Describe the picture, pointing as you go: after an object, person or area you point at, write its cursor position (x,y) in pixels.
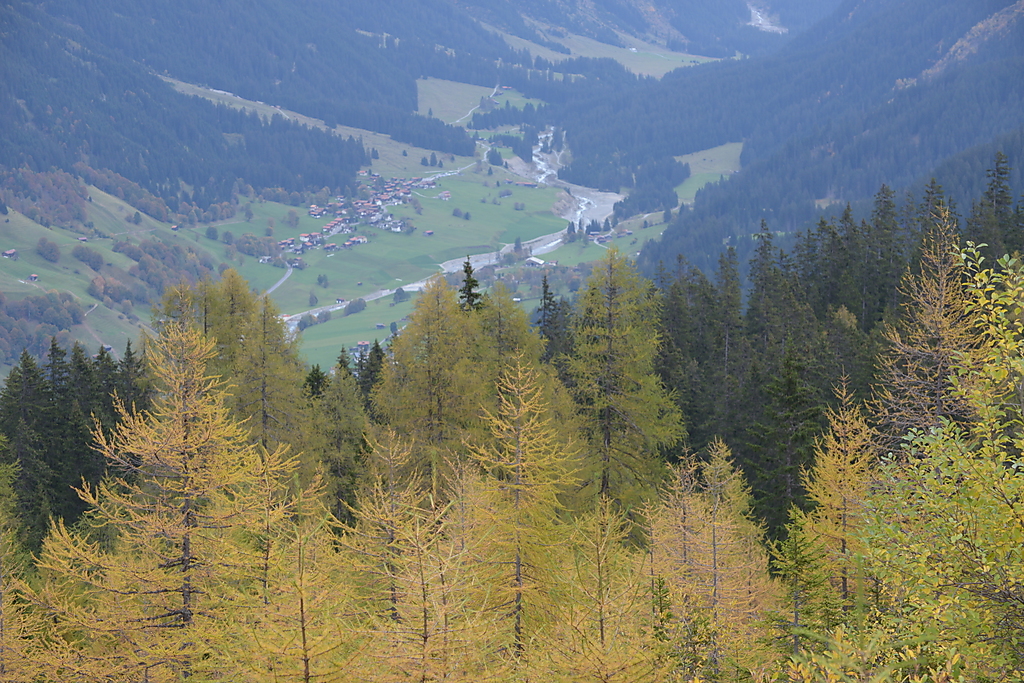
In this picture we can see trees (12,569), houses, road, grass (480,232), hills (177,71) are present.
